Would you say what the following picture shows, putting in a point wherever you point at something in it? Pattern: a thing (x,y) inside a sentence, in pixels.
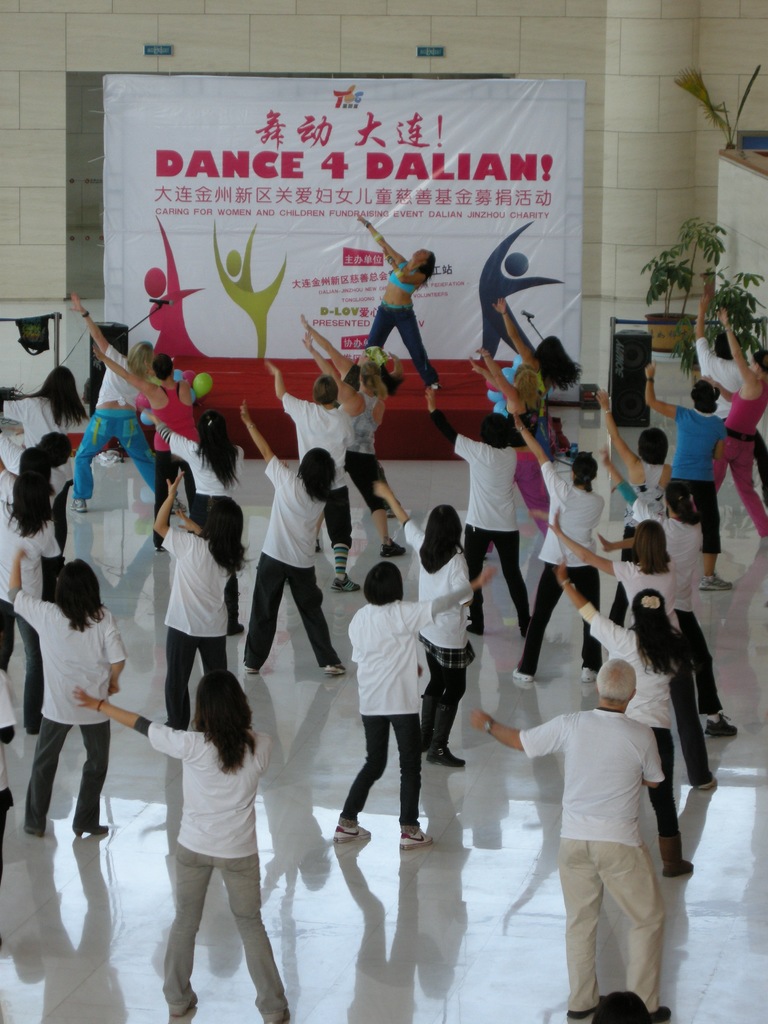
In this image there are a group of people (224,836) dancing in a hall (720,869) following the instruction of a person (388,261) on a stage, behind her there is a banner (151,336) on the wall (699,184), also there are some plant pots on the right side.
